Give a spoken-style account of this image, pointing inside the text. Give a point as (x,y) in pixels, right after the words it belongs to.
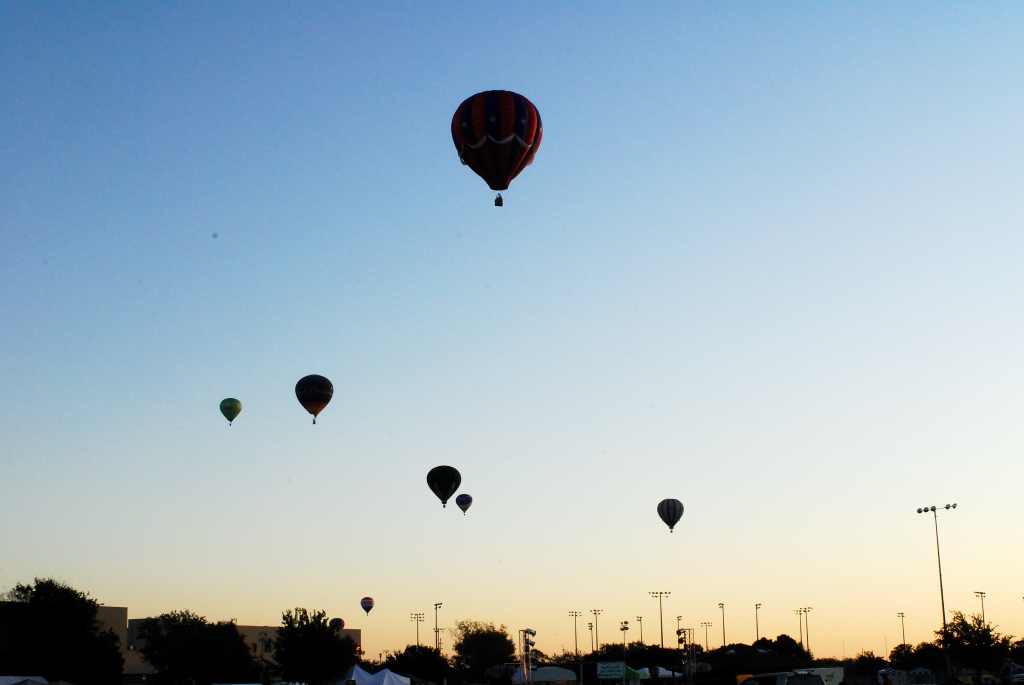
In this picture we can see some gas balloons (488,166) flying in the air (590,452), at the bottom (946,672) there are some trees (220,636) and poles (525,667), we can see the sky (576,455) at the top of the picture (762,208).
